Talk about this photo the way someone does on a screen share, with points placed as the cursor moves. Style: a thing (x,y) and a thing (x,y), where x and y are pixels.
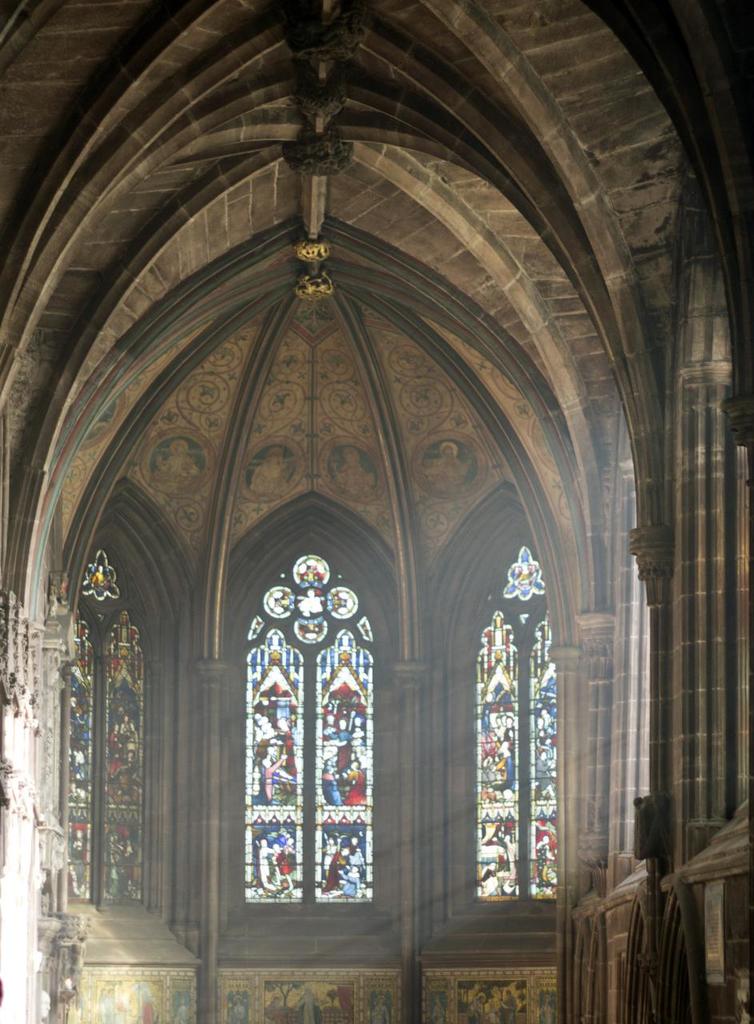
In this picture we can see an inside view of a building (354,460), in the background (487,782) we can see stained glasses (334,726).
